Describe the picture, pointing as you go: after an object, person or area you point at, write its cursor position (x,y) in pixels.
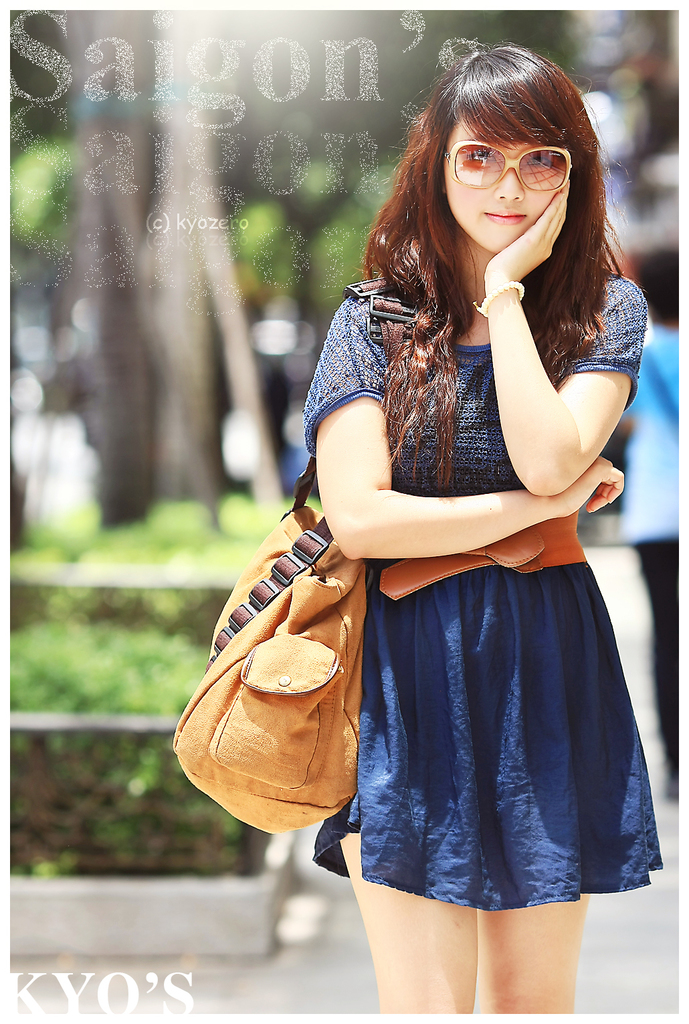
In this picture there is a girl (402,421) who is standing at the right side of the image (606,664) and she is wearing a brown color hand bag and there are some trees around the area of the image.
